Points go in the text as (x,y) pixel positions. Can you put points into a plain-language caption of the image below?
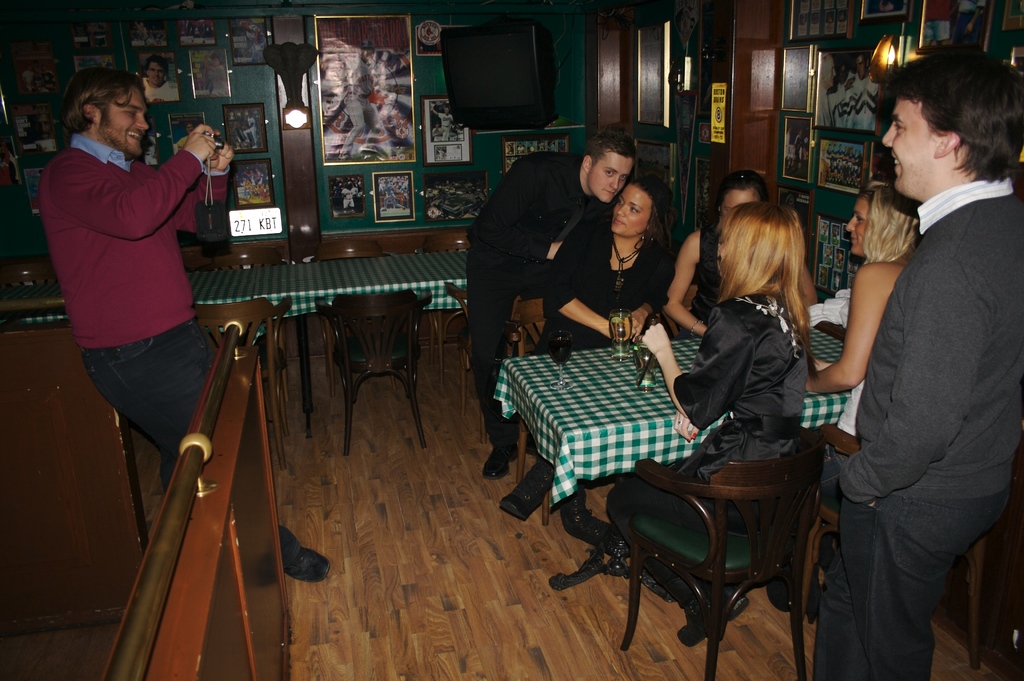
There are four women (598,258) sitting on the chairs (728,484) and two men (937,246) standing. This is the table (564,420) covered with a cloth (564,420). These are the wine glasses (626,327) on the table (620,404). Here is another man (146,282) standing and holding the camera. At background (192,81) I can see photo frame (211,87) and posters (364,96) attached to the wall (420,169). This is the television (474,124). This looks like a wooden door (757,67). I can see another table (208,300) and chairs (349,329).
